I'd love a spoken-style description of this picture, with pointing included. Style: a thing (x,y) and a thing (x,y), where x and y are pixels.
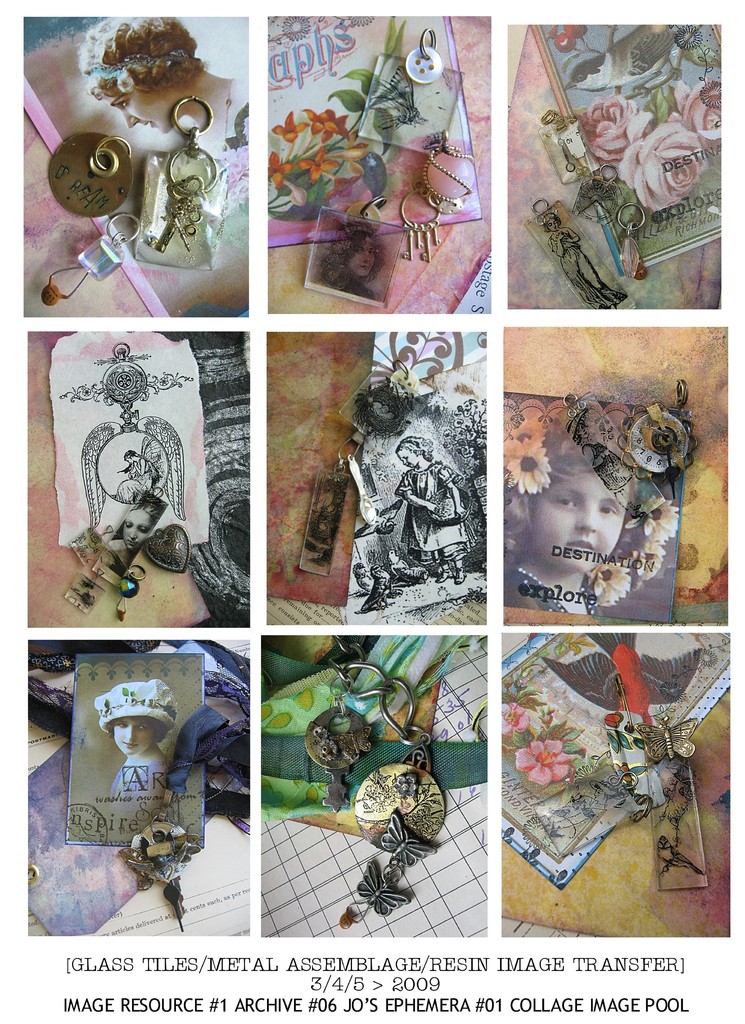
This is the collage of some images. We can see some pictures (441,425) and objects (675,824) in each of the images. We can also see some text (198,972) at the bottom (161,1014).
